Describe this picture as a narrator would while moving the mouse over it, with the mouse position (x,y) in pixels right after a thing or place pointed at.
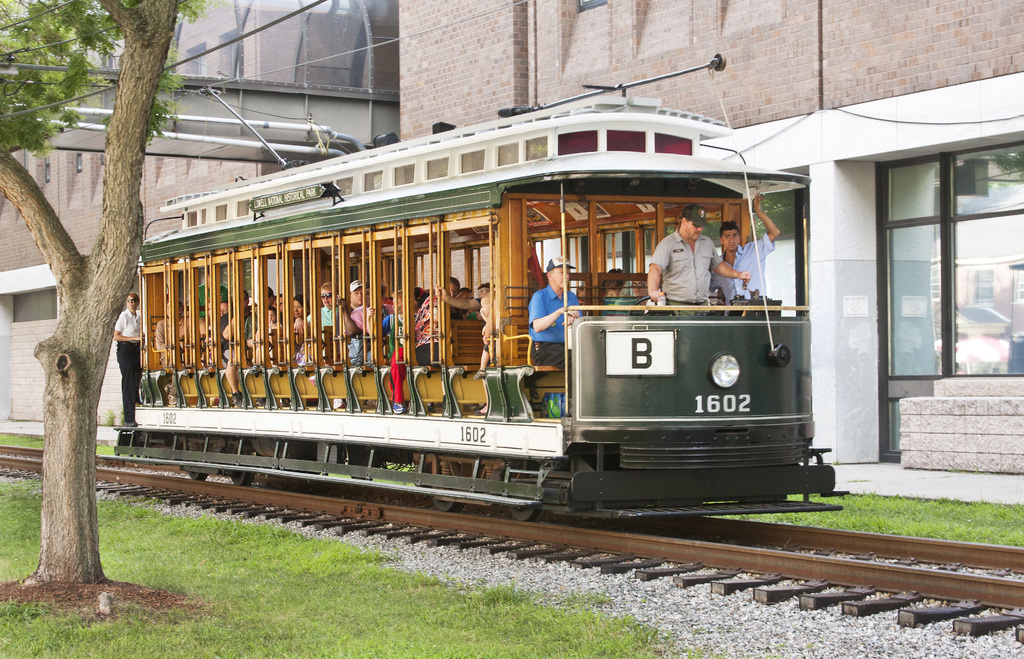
In this image we can see a train (180,413) on track (174,477). There are many people (424,322) sitting. Few are standing. Some are wearing caps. On the left side (76,377) there is a tree (67,356). On the ground (270,581) there is grass (348,582). Also there are stones (684,595). In the back (506,103) there are buildings (516,50) with glass walls (924,175).
